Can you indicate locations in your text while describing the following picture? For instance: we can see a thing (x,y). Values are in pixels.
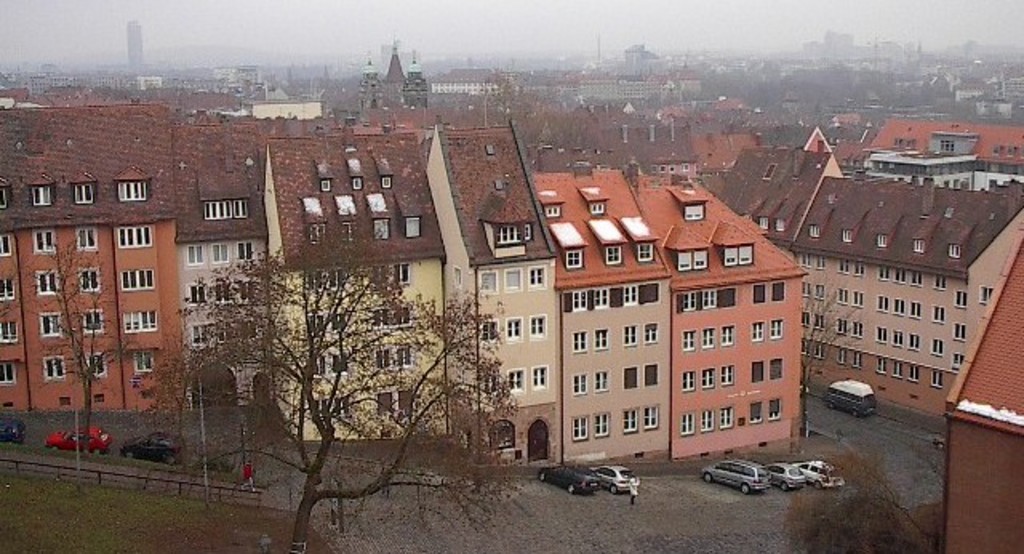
In this image we can see few buildings (607,166), cars (602,477) parked in front of the building (584,255), trees (234,458), an iron railing (259,491), a person (635,496) near the car (627,479) and the sky (675,25) in the background (480,23).
